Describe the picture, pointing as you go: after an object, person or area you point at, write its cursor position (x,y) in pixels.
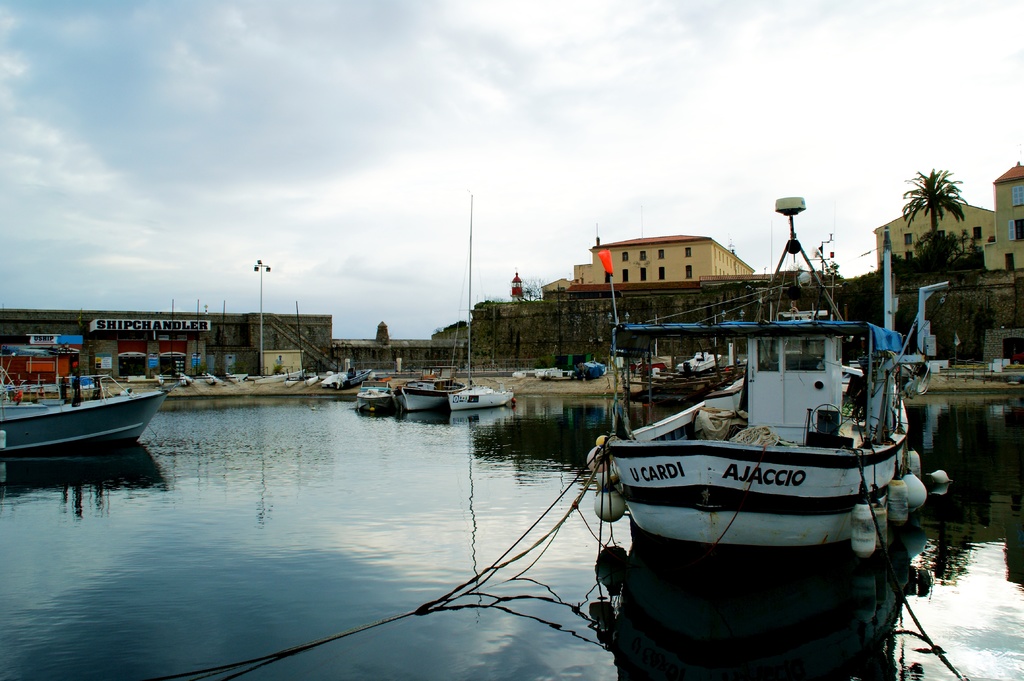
In the foreground (812,361), I can see fleets of boats (834,440) in the water (563,455) and a fence (382,368). In the background (382,342), I can see light poles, buildings (898,252), trees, grass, boards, and the sky (559,208). This image taken, maybe during a day.
